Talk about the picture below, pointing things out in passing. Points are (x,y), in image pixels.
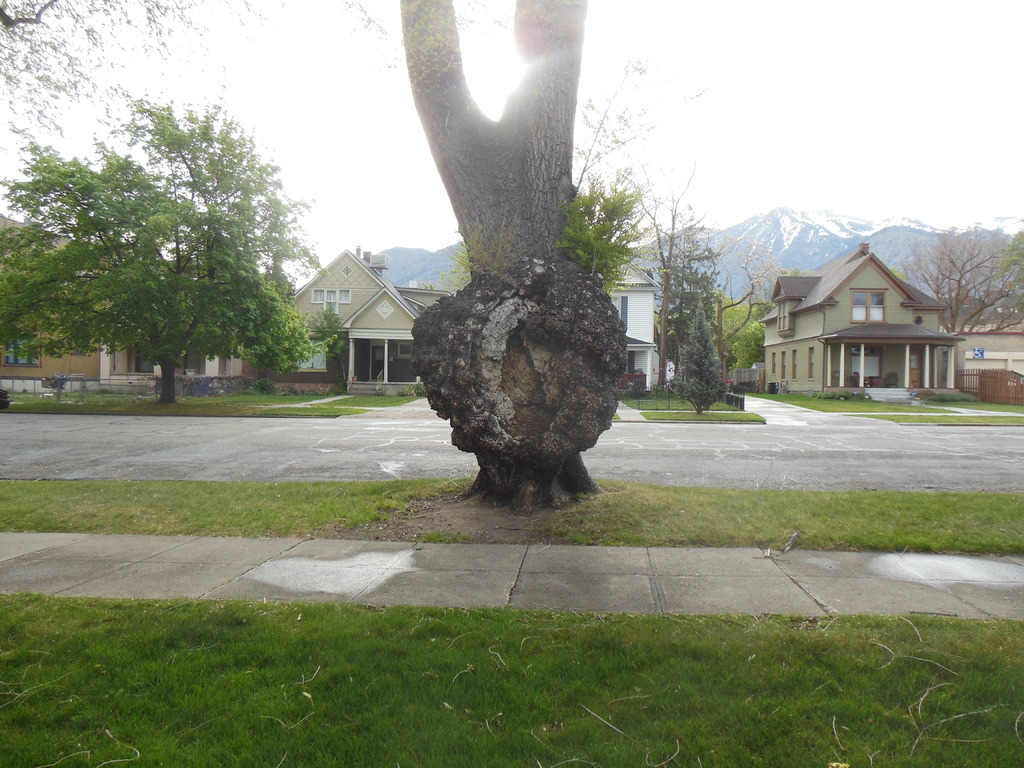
In the image there is a tree trunk (483,240) and behind the tree (449,332) there are few houses (809,298), behind the houses (846,291) there are many mountains (973,261) and around the houses (372,377) there are few other houses (358,267).
